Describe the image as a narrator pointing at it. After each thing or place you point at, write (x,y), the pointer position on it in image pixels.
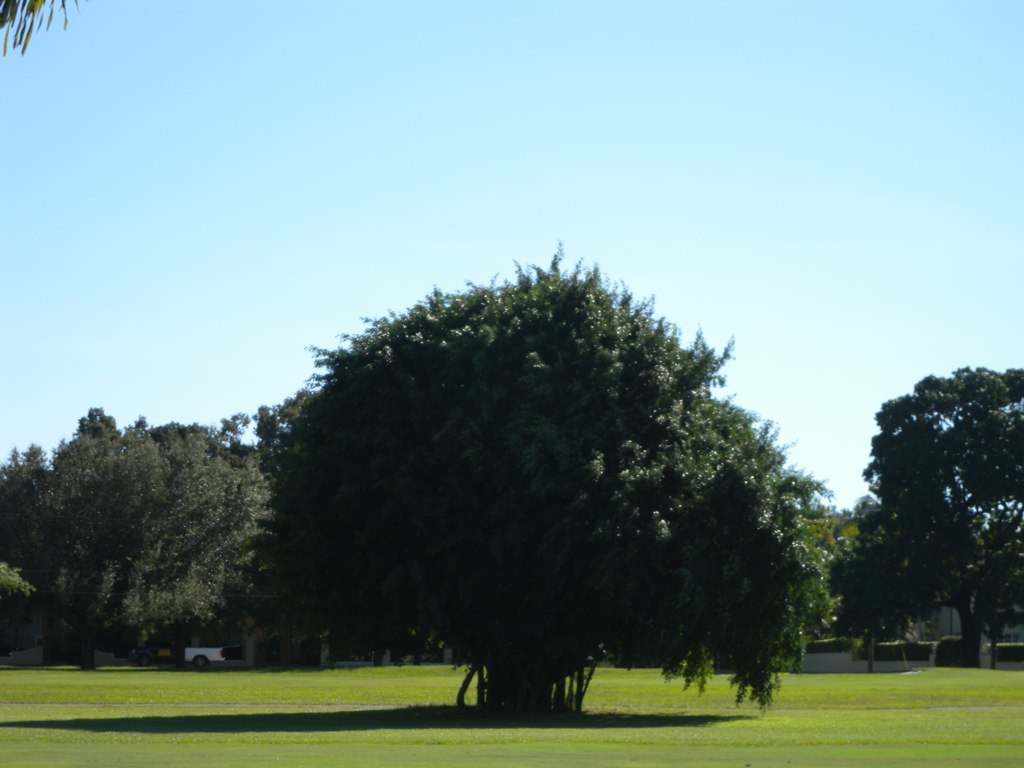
These are the trees (517,541) with branches (734,524) and leaves (735,609). This is the grass (349,724). In the background (219,664), that looks like a vehicle (134,655), which is parked.
